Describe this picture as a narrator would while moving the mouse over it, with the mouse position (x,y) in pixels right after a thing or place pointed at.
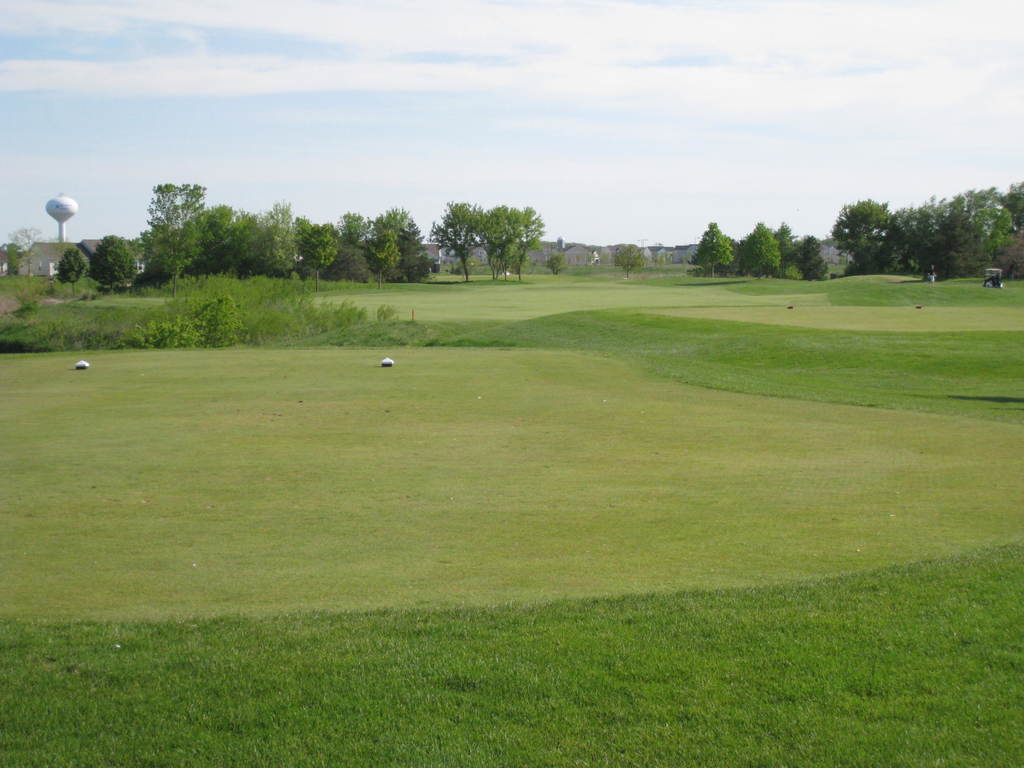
In this image I can see the ground (309,465). In the back (424,260) there are many trees (557,264). To the left (69,207) I can see the white color pole (55,213). In the back (219,165) I can see the clouds (573,102) and the sky (548,94).
